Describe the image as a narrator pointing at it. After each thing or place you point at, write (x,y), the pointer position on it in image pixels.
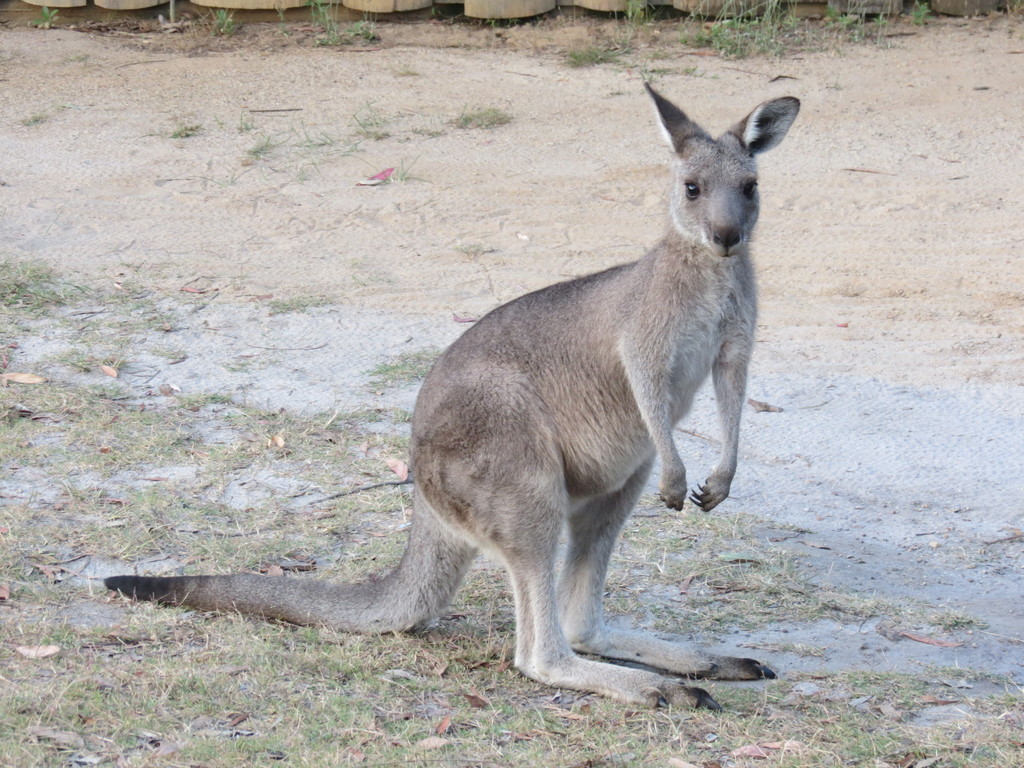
In the foreground of the picture (486,687) there are dry leaves (64,743), grass (352,767) and a kangaroo (640,328). In the middle of the picture (498,276) there is sand (446,228). At the top (523,6) we can see some wooden objects (719,11) and grass (837,13).
